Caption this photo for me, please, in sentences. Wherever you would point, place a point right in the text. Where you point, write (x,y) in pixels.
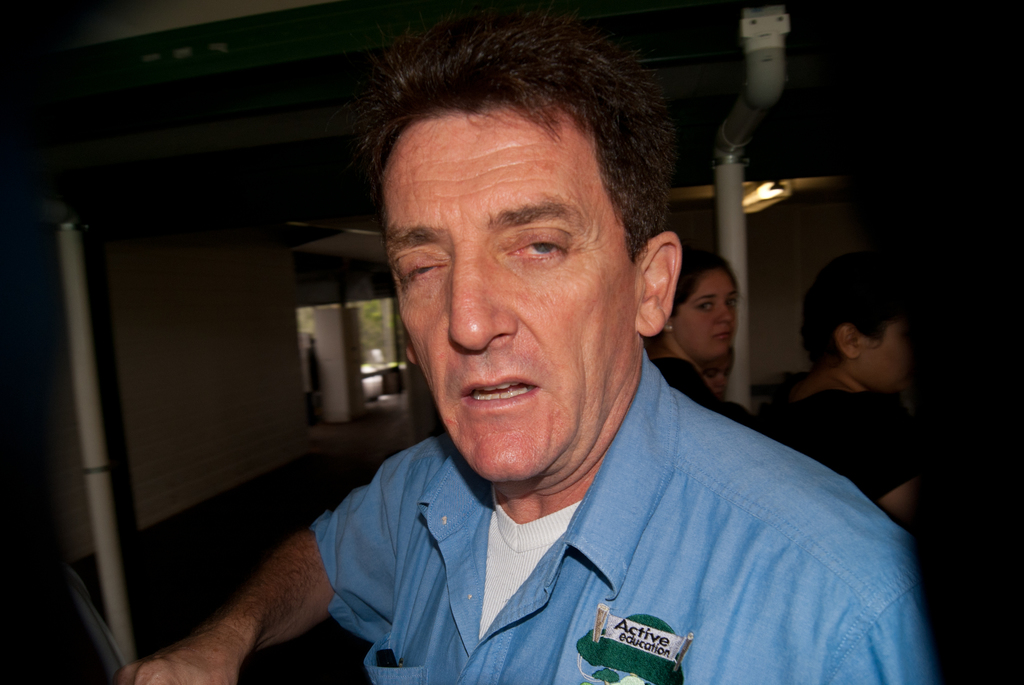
Here I can see a man (549,461) wearing a blue color shirt (681,563) and looking at the picture. It seems like he is speaking. At the back of him there are some more people (816,373). In the background (224,356), I can see a wall (296,385), pillar (335,378) and a car (372,372).
